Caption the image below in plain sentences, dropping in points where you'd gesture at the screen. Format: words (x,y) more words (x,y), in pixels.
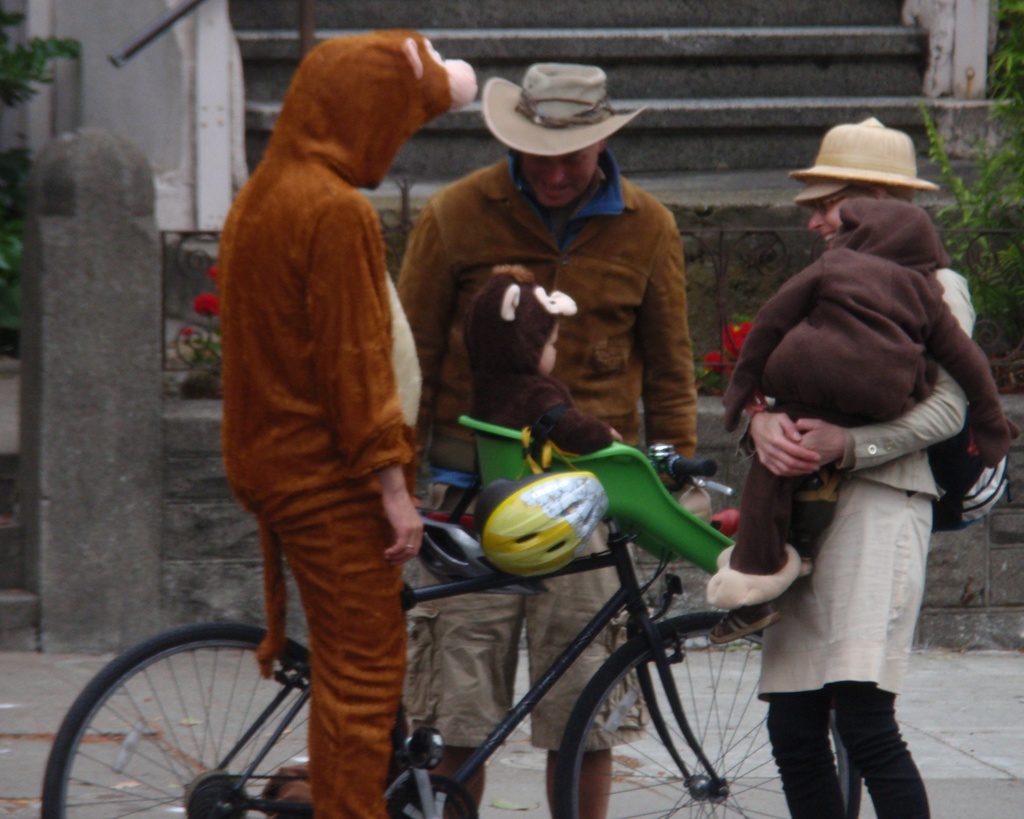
In the middle of the image (420,300) a man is standing behind a bicycle (276,704) and there are two persons (867,568) are standing and smiling. Behind them there is a wall (95,256) and there are some plants (1019,255). Top right side of the image (975,269) there are some trees (1023,274). Top left side of the image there are some trees (66,54). Top of the image (789,150) there are some steps (789,150).
